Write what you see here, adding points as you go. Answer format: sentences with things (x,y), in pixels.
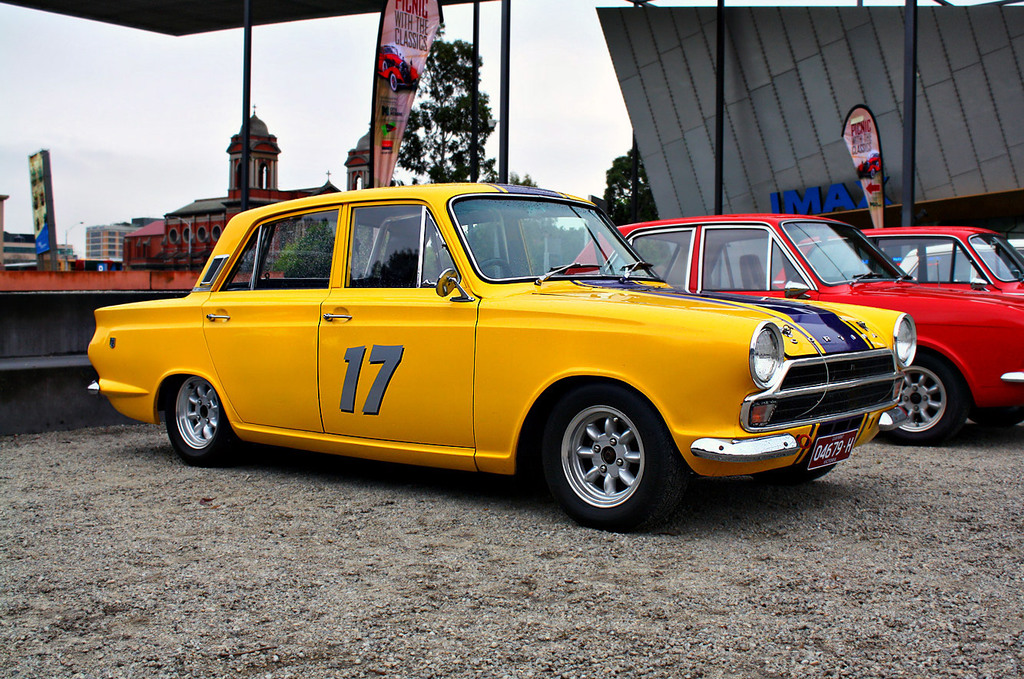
In this image there are few vehicles (583,430) parked on the surface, there are few banners (394,118), poles (719,142) and metal structures (776,177). In the background (706,145) there are building (286,197), trees (428,148) and the sky (537,114).
